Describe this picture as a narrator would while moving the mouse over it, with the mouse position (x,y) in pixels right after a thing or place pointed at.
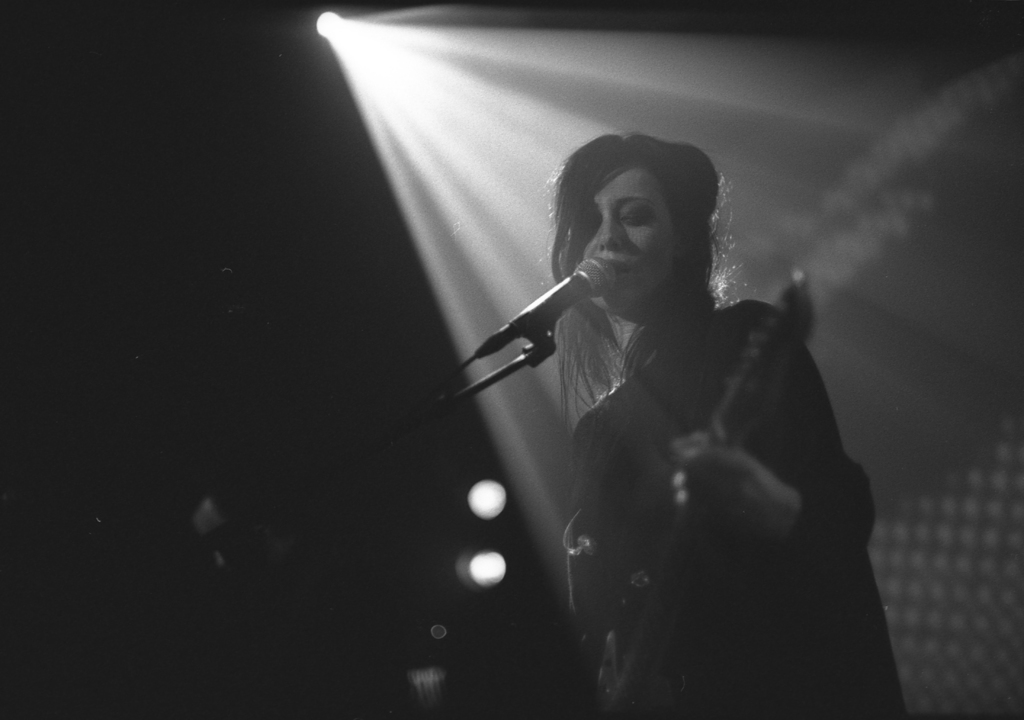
This looks like a black and white image. I can see the woman (692,395) standing and playing a musical instrument (731,404). I think she is singing a song. This is the mike (570,278) with the mike stand (531,341). At the top of the image (379,23), I can see a light ray (344,52).
